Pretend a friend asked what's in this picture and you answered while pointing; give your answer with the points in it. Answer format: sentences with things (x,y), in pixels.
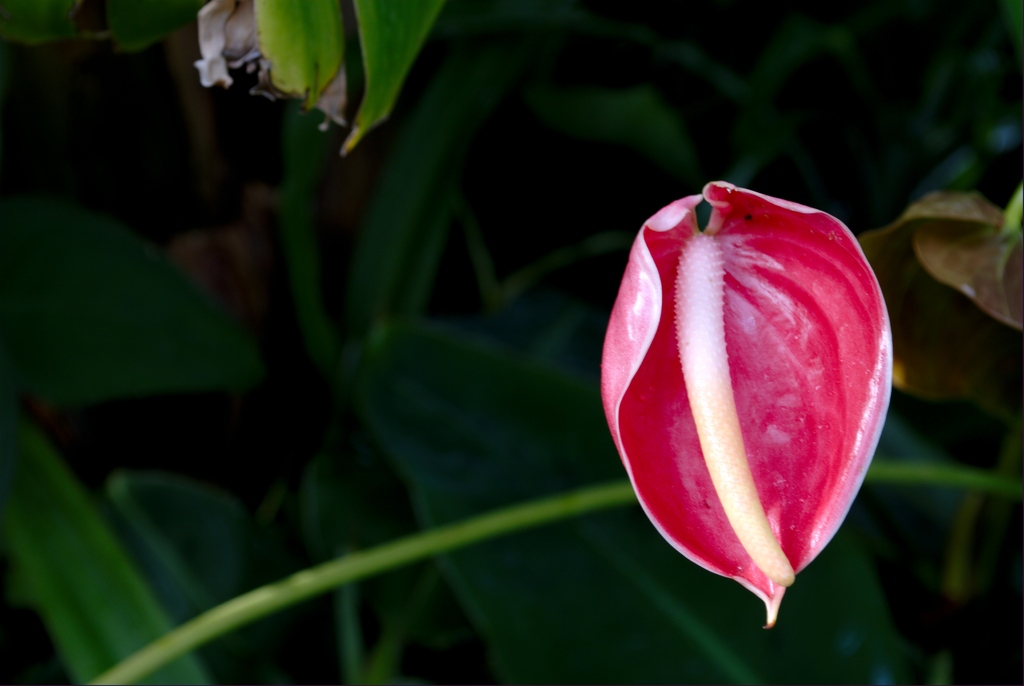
In this image we can see a flower (787,440) on the stem (526,520) of a plant (552,524). In the background (533,544), we can see some leaves (439,248).
